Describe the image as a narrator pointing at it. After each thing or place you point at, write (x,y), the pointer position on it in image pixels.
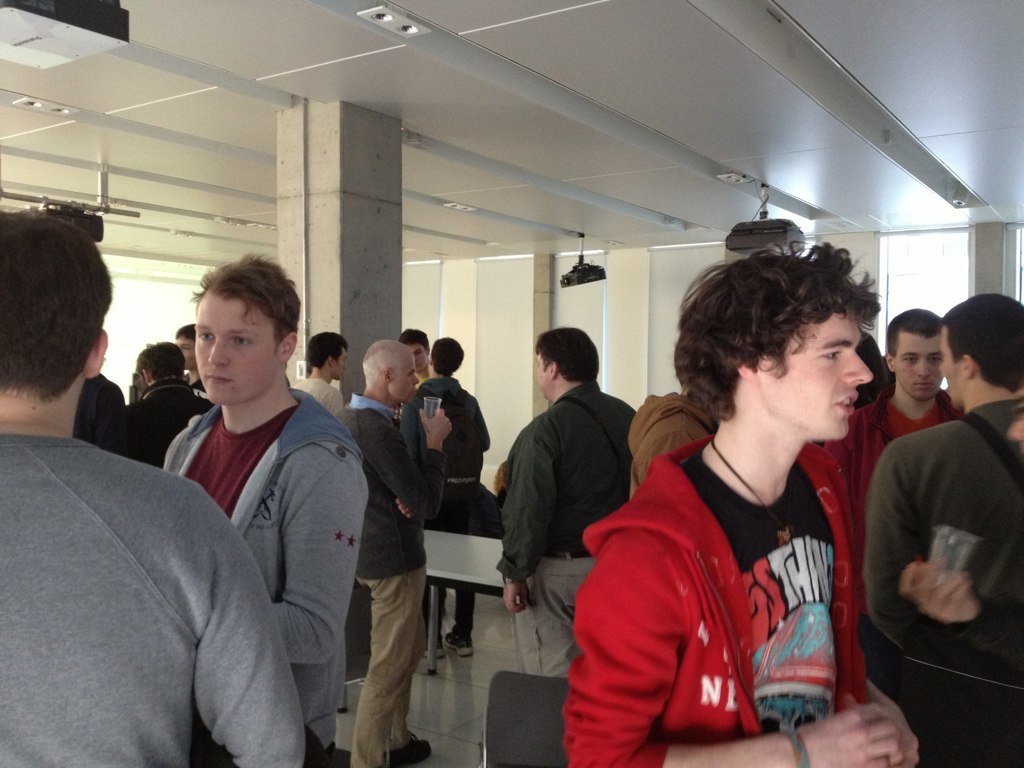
Here we can see group of people (722,452) on the floor (445,756) and they are holding glasses (426,408) with their hands (511,600). This is floor (454,728). There is a table (477,592) and a chair (549,738). In the background (359,298) we can see a pillar (360,276), wall (531,312), and ceiling (543,126).
